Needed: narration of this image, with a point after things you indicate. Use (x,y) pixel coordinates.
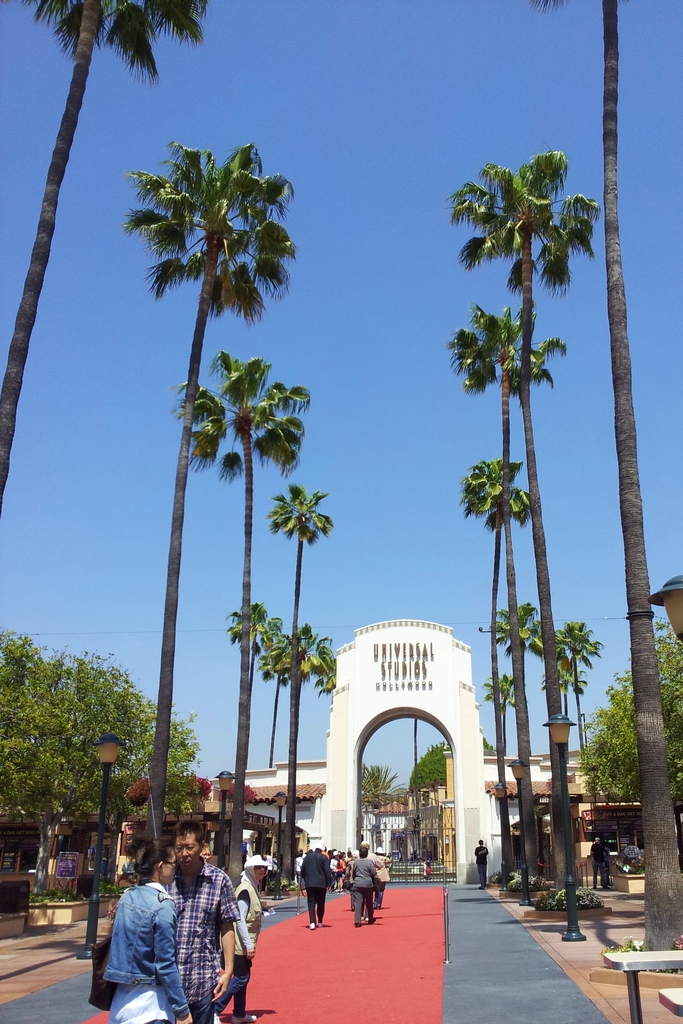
In this picture we can see some people (374,878) are walking on the red carpet (381,1001), we can see arch (364,728) and some buildings (198,814), trees (526,800).
